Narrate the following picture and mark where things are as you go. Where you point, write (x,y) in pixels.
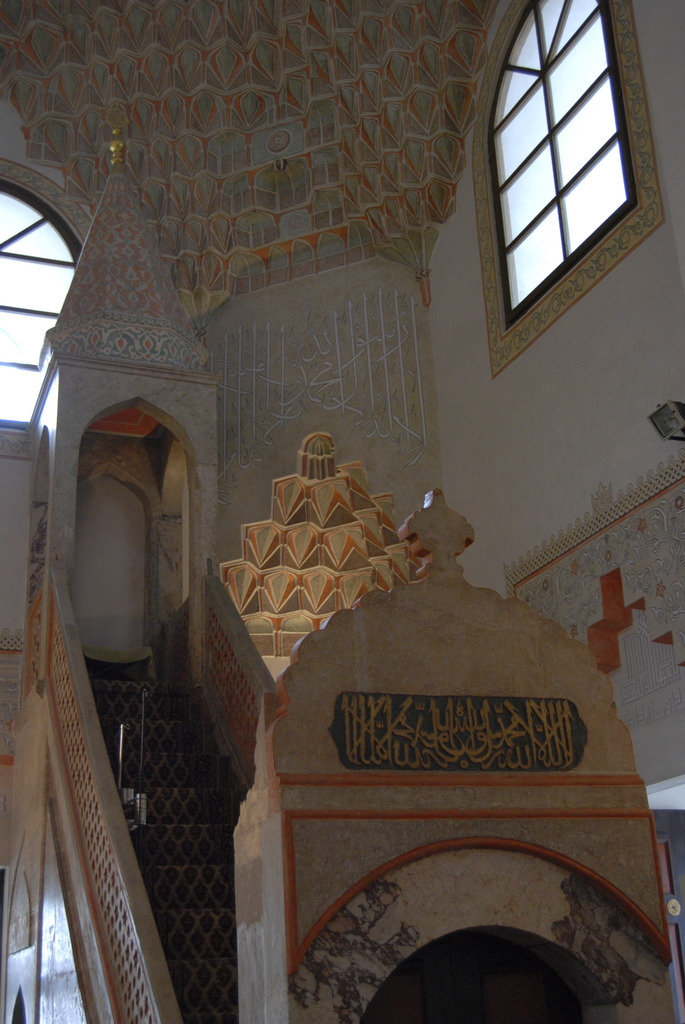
In the picture I can see wall (377,418) which has windows (610,202). Here I can see steps (203,948) and some other objects (280,572).
